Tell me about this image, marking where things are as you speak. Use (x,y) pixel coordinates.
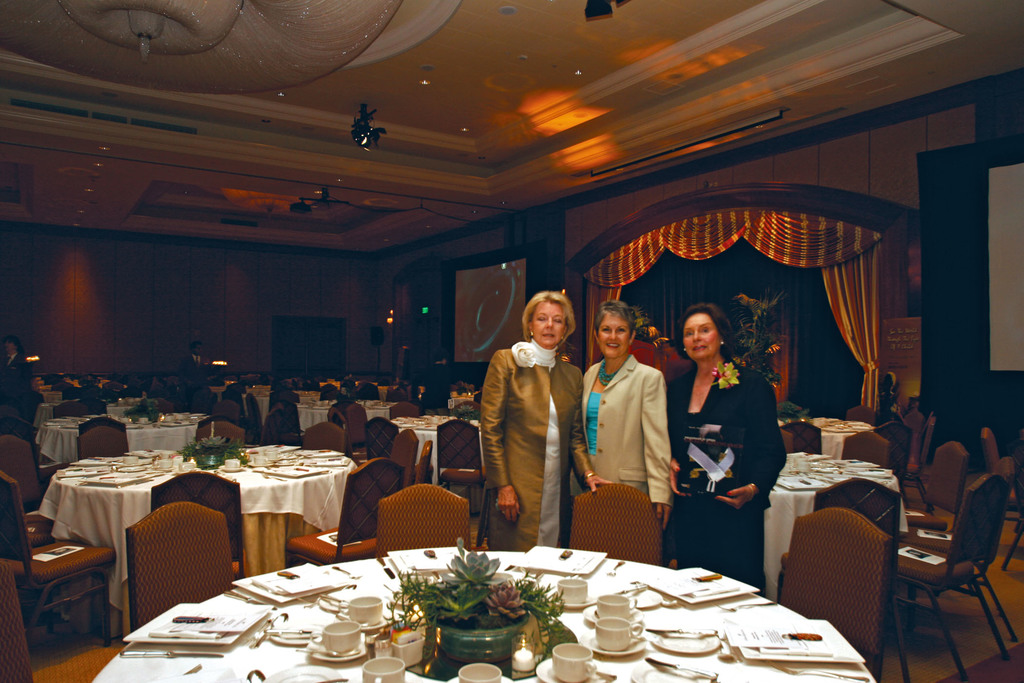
In the picture I can see the tables (307,615) and chairs (448,512) on the floor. I can see the tables (244,494) covered with white clothes (55,506). I can see a plant pot (474,638), cups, plates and spoons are kept on the table (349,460). I can see three women (696,415) standing on the floor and there is a smile on their faces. I can see two screen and curtain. There is a lighting arrangement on the roof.
